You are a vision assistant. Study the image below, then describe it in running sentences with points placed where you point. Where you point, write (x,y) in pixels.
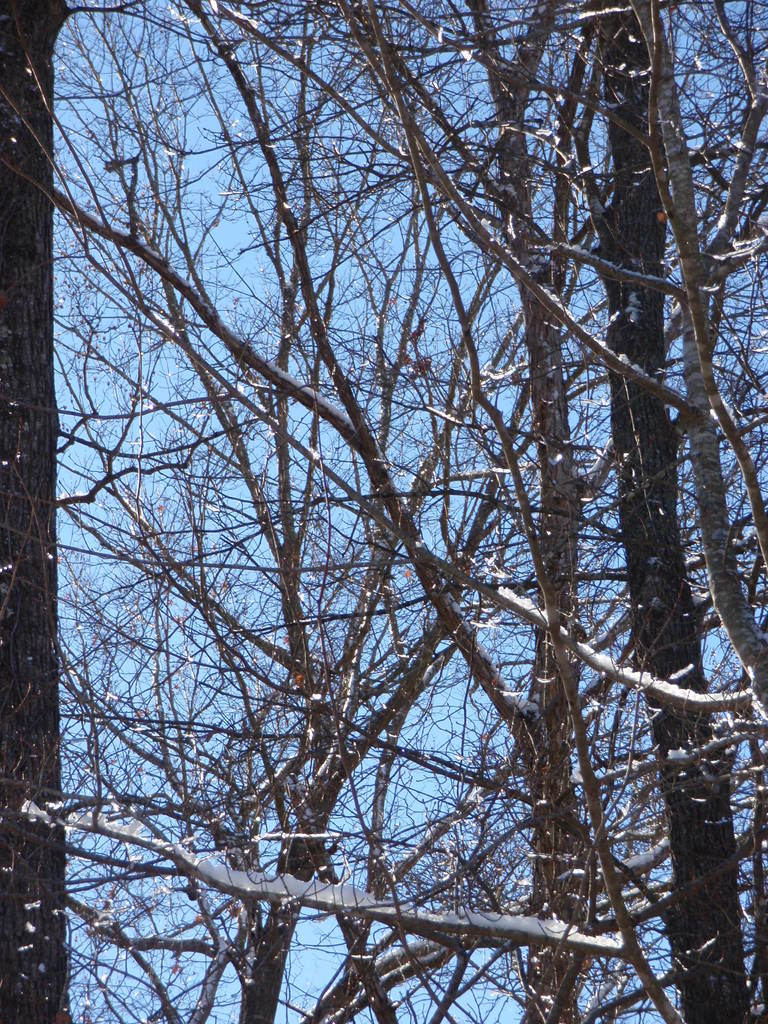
In this picture we can see few trees (425,583).
